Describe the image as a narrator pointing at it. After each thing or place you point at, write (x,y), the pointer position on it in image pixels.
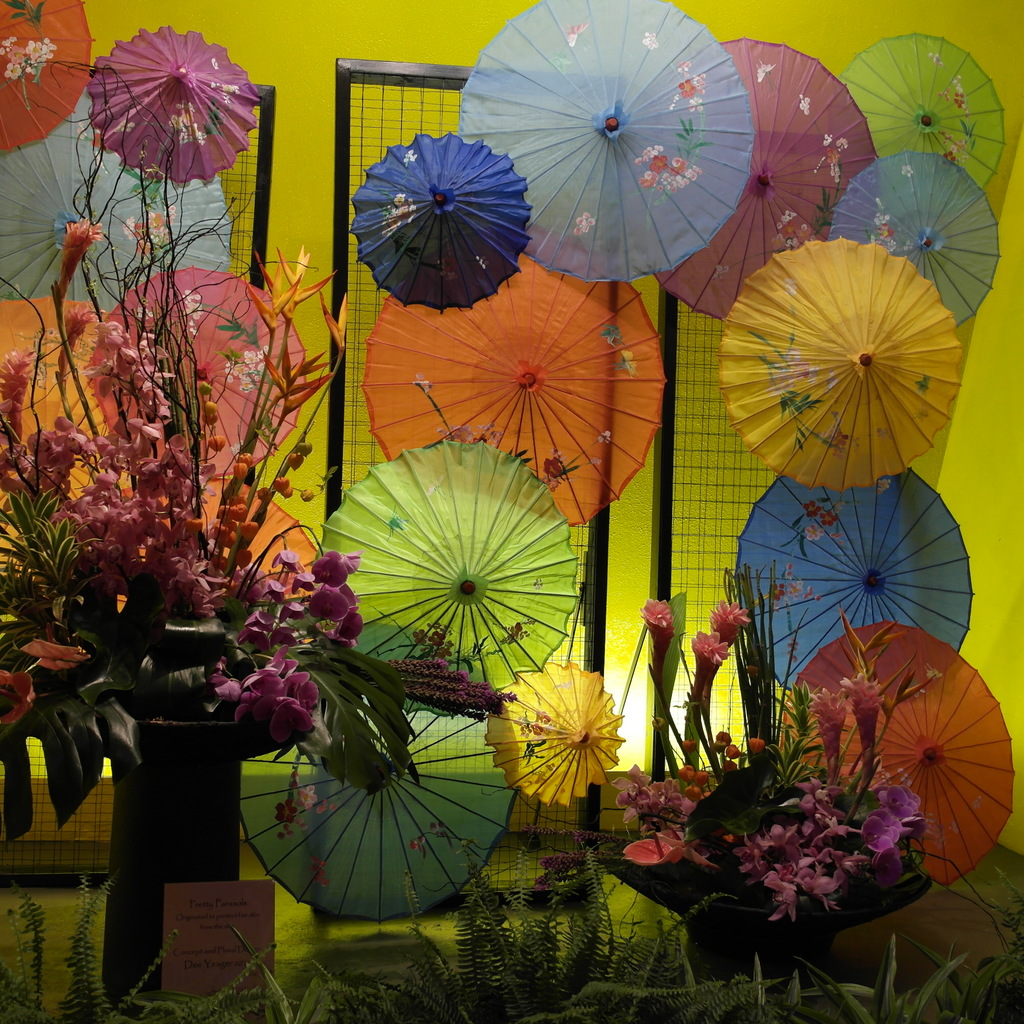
In this image we can see a group of umbrellas (502,319) and metal grills (697,450). In the foreground (706,853) we can see a group of flowers (639,784) and plants (633,988). Behind the umbrellas (455,282) we can see a wall (650,522).
